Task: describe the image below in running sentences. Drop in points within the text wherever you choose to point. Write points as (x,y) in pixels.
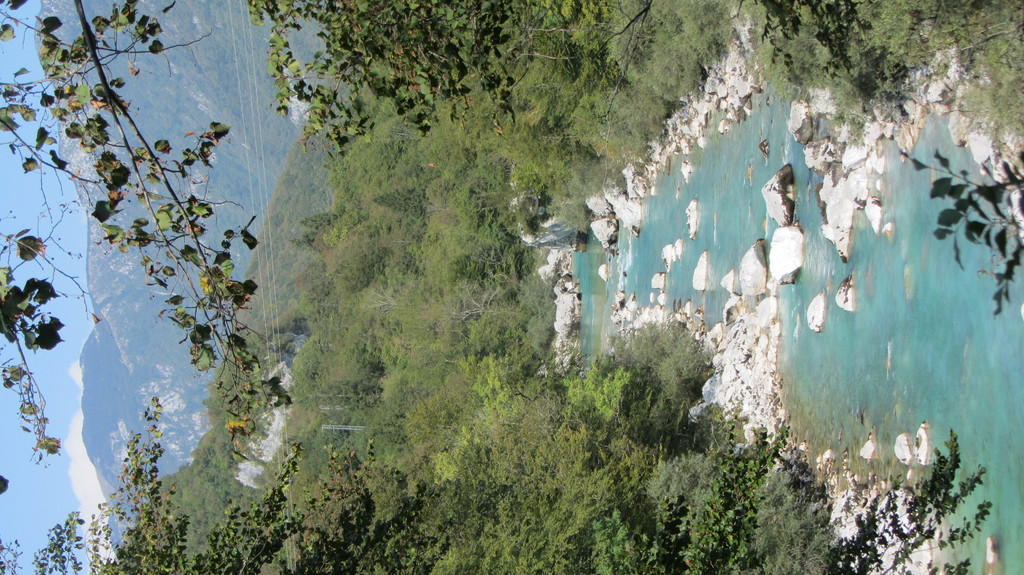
In this image there is water (881,278) and we can see rocks (776,262). There are trees (397,247). In the background (163,62) there are hills (94,271) and sky (51,310).
